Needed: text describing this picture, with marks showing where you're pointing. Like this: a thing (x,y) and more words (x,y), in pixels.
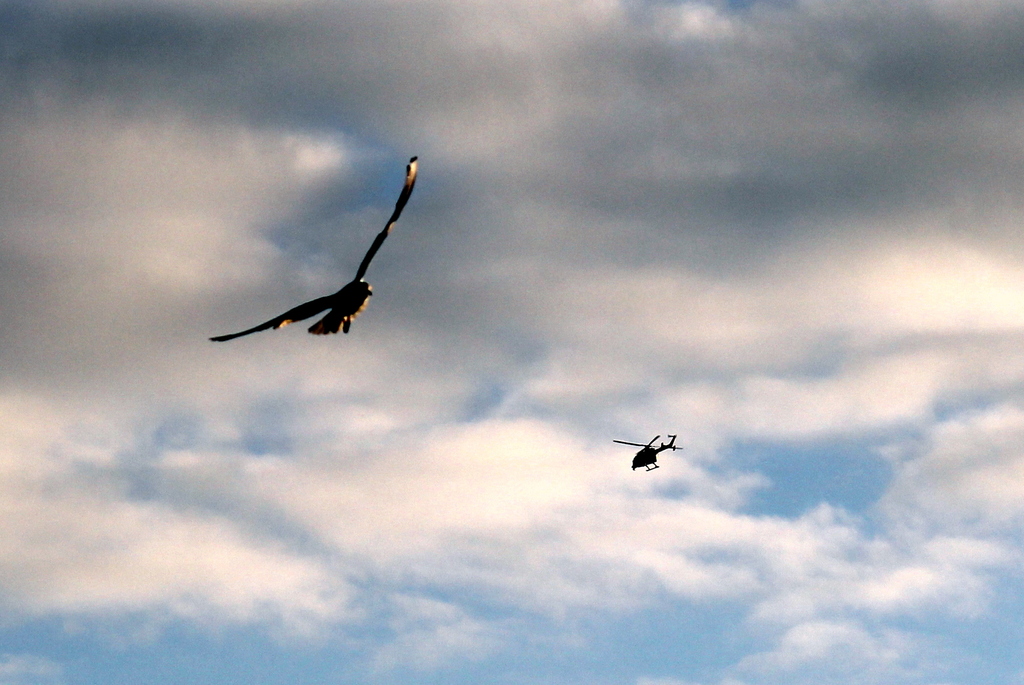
In this image we can see a helicopter (638,456) and a bird (362,282) flying in the sky (498,261).
